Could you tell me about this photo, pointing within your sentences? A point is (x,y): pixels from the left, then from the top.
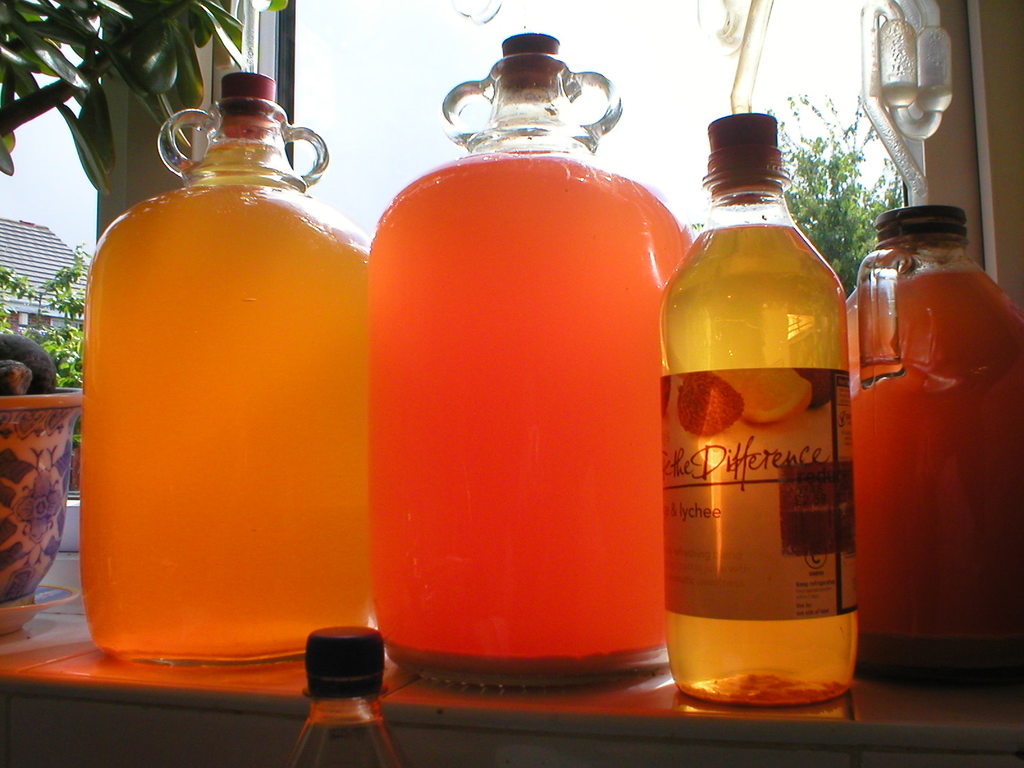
This picture shows couple of bottles (776,273) and two glass jars (395,643) and a house (20,256) and few trees (841,209) around.
